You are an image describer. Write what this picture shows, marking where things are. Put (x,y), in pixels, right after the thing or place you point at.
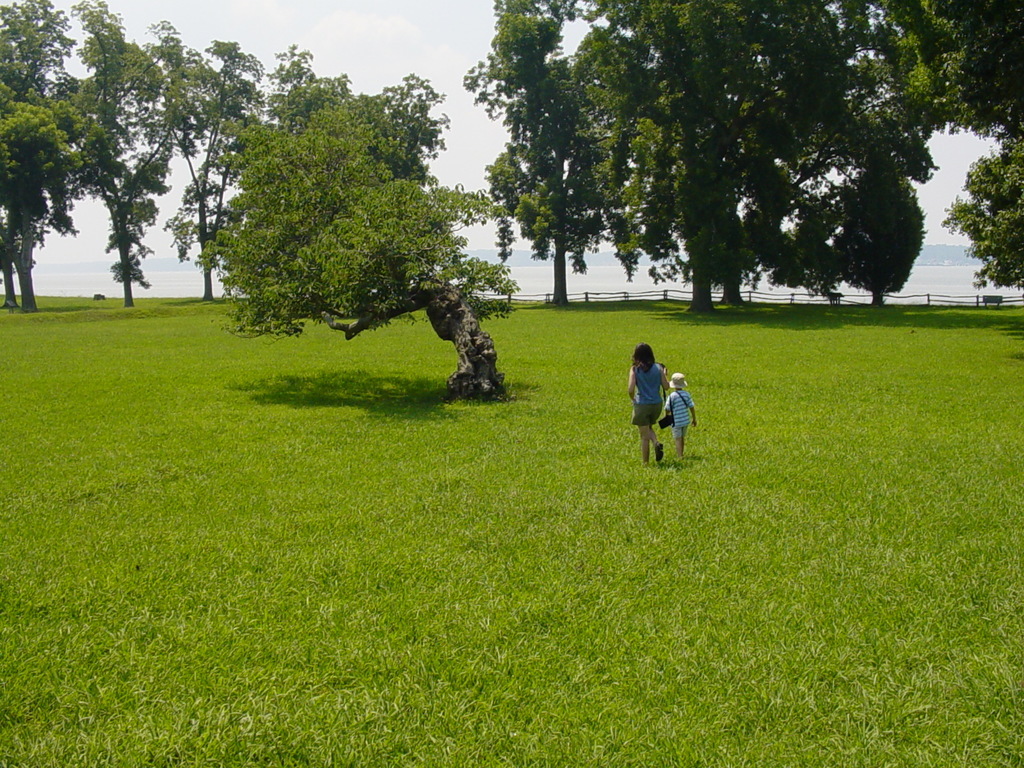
In this image there is one woman (652,379) and one boy (671,403) who are walking and at the bottom (516,668) there is grass (803,353), and in the background (415,207) there are some trees (858,241) and fence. At the top (461,120) there is sky (450,94).
